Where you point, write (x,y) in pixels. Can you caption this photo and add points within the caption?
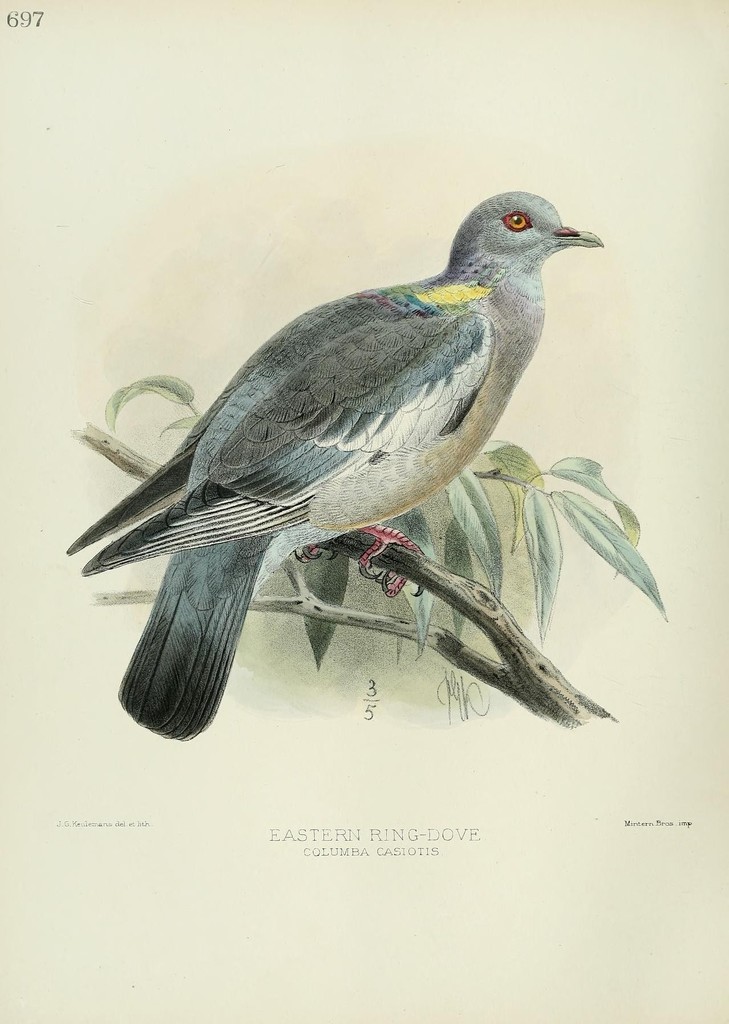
In this image there is a painting (473,433) of a bird (391,508) on a stem (497,642), at the bottom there is some text (85,823).
